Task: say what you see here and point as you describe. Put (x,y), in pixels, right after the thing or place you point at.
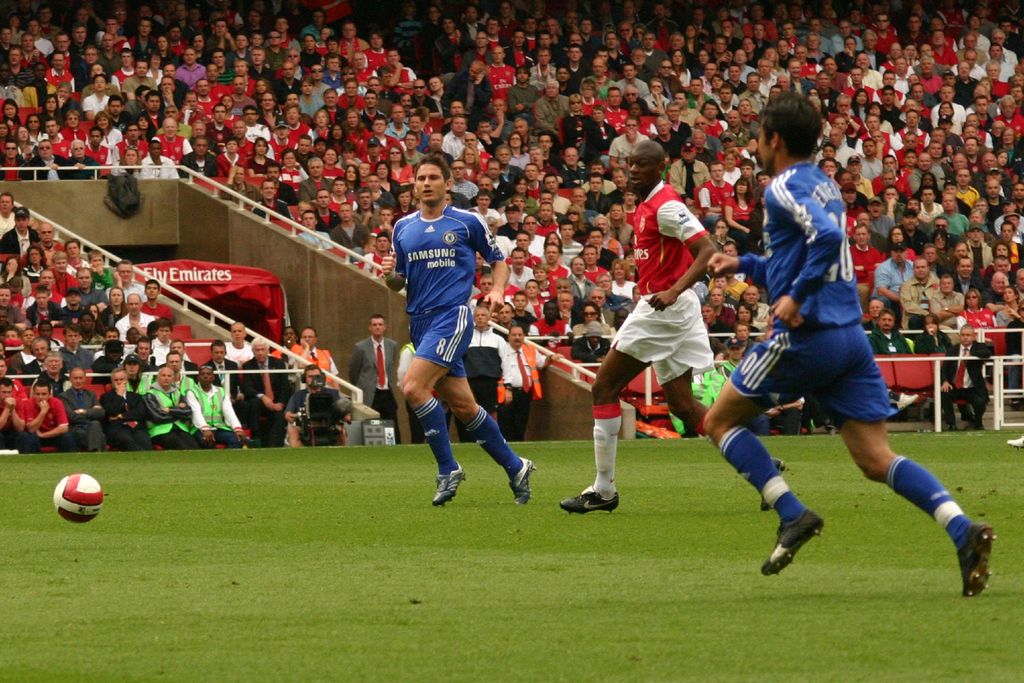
In this image there are three players (393,278) playing soccer in the field (386,554), behind them there are spectators (403,158) watching the game from the stands (128,222).
